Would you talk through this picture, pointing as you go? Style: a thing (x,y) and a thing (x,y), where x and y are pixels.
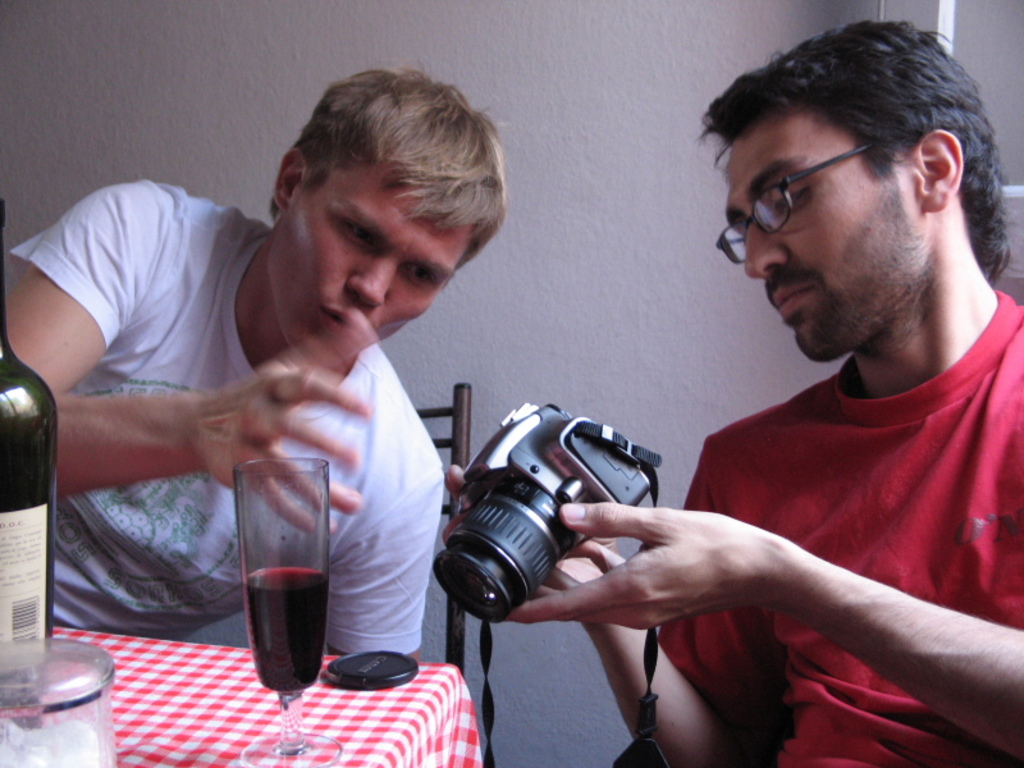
In this image there are 2 persons (972,722) sitting in a chairs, one person (644,524) is holding the camera (637,491), another person (385,570) sitting near the table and in table (462,738) there are bottle (14,556), glass (324,478).
